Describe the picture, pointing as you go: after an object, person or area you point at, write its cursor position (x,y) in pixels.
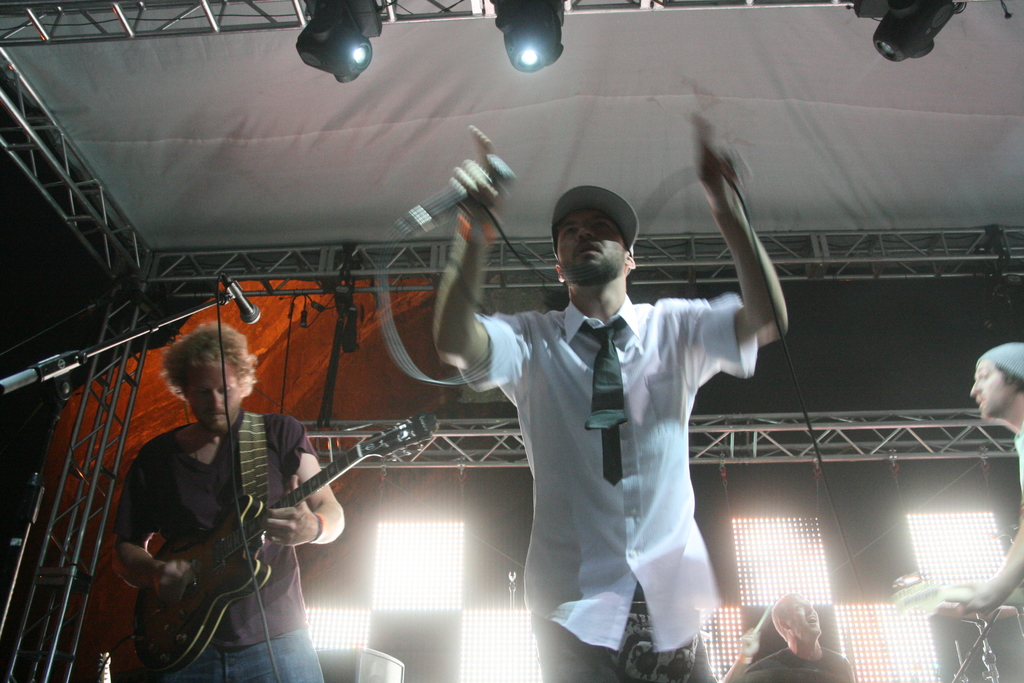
In the middle of the image (610,236) a man (514,323) is holding microphone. Bottom right side of the image (1020,472) a man (1018,349) is playing guitar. Bottom left side of the image (290,551) a man (312,484) is playing guitar (206,615). Bottom of the image (816,635) a man (740,682) is holding drumstick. Top of the image (495,79) there is roof (975,169) and lights (889,12).
